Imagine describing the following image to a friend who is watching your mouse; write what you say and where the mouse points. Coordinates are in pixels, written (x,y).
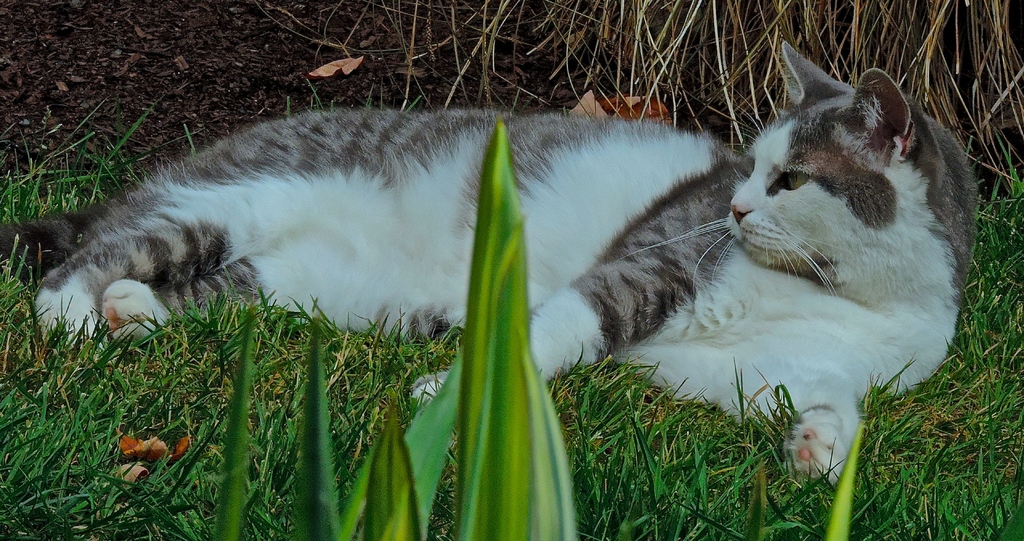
In the center of the image (650,247) we can see a cat (641,188) is lying on the ground (614,382). At the top of the image (667,55) we can see the dry grass (582,55). At the bottom of the image (434,429) we can see the plants (486,474) and grass (361,425).
